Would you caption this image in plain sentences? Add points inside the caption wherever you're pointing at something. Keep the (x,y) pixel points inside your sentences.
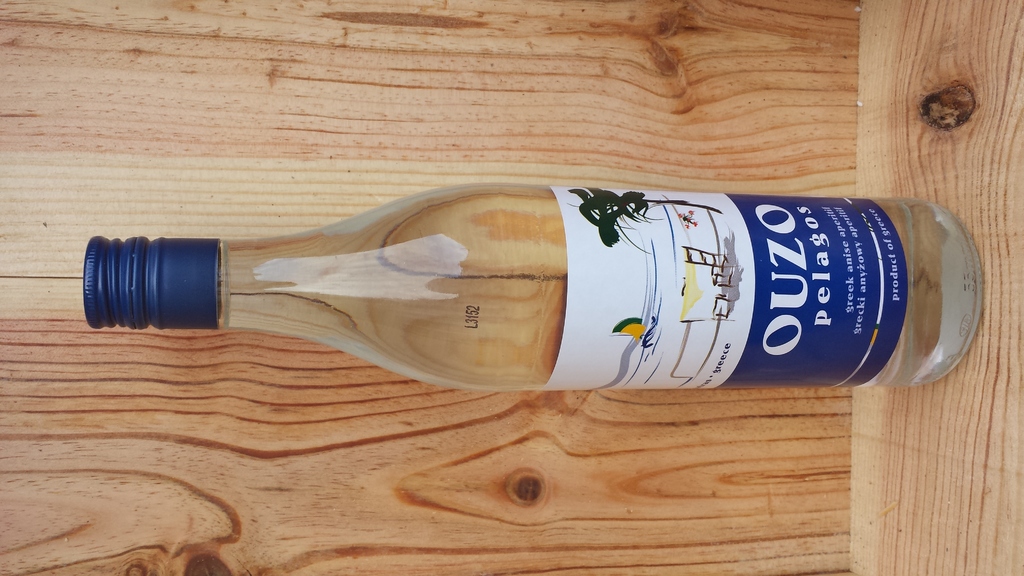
This bottle (446,289) is highlighted in this picture. It has a blue cap (160,296).
